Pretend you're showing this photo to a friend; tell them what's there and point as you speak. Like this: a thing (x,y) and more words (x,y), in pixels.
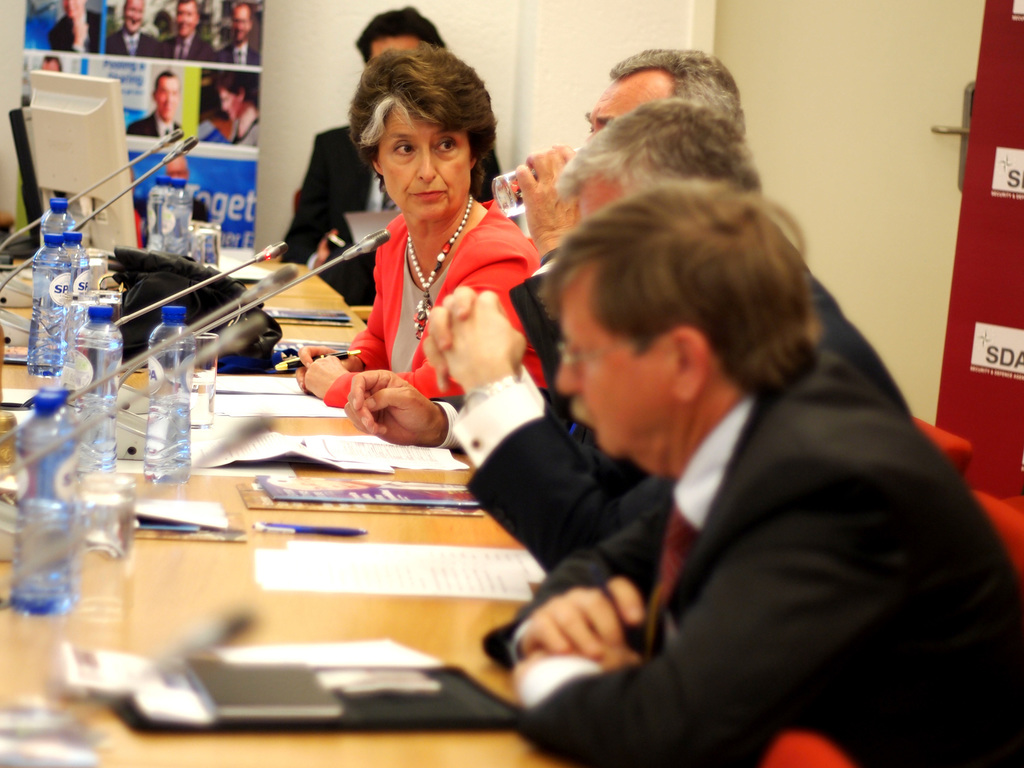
In this picture we can see a group of people (304,215) are sitting on chairs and in front of the people (317,197) there is a table (158,562) and on the table (310,599) there are bottles (169,388), papers (291,504), glasses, pens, microphones (93,189) and other things (105,171). Behind the people (368,265) there is a banner (116,64) and a wall (579,42).
